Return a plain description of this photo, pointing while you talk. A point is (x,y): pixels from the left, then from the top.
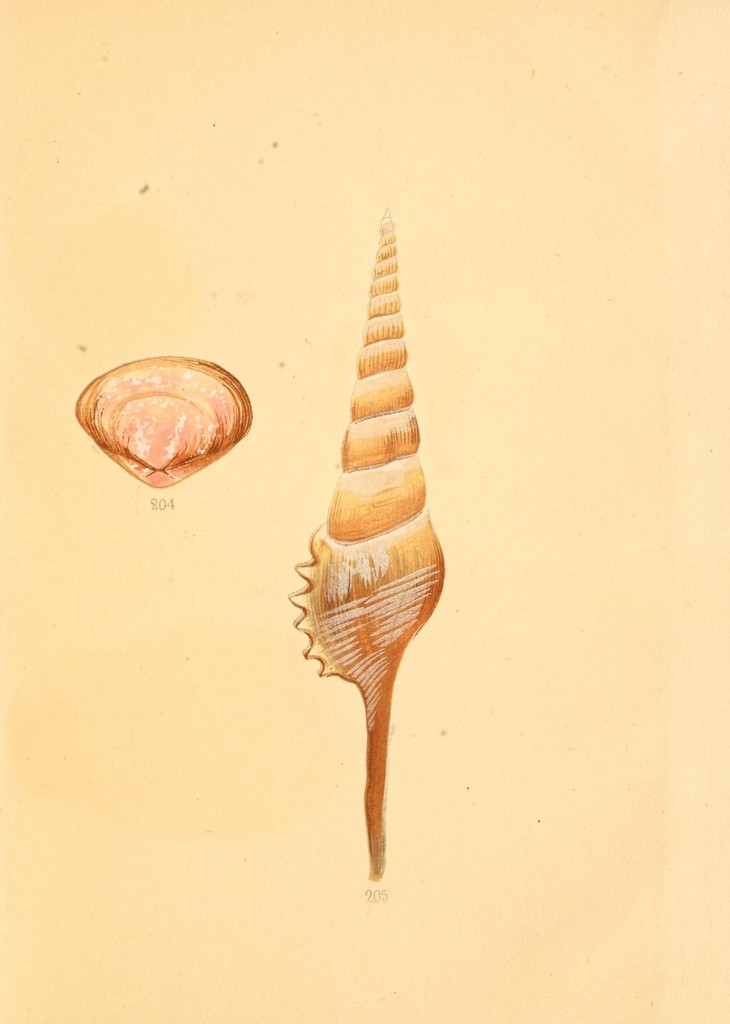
This picture is consists of a poster (171,482) in the image.
